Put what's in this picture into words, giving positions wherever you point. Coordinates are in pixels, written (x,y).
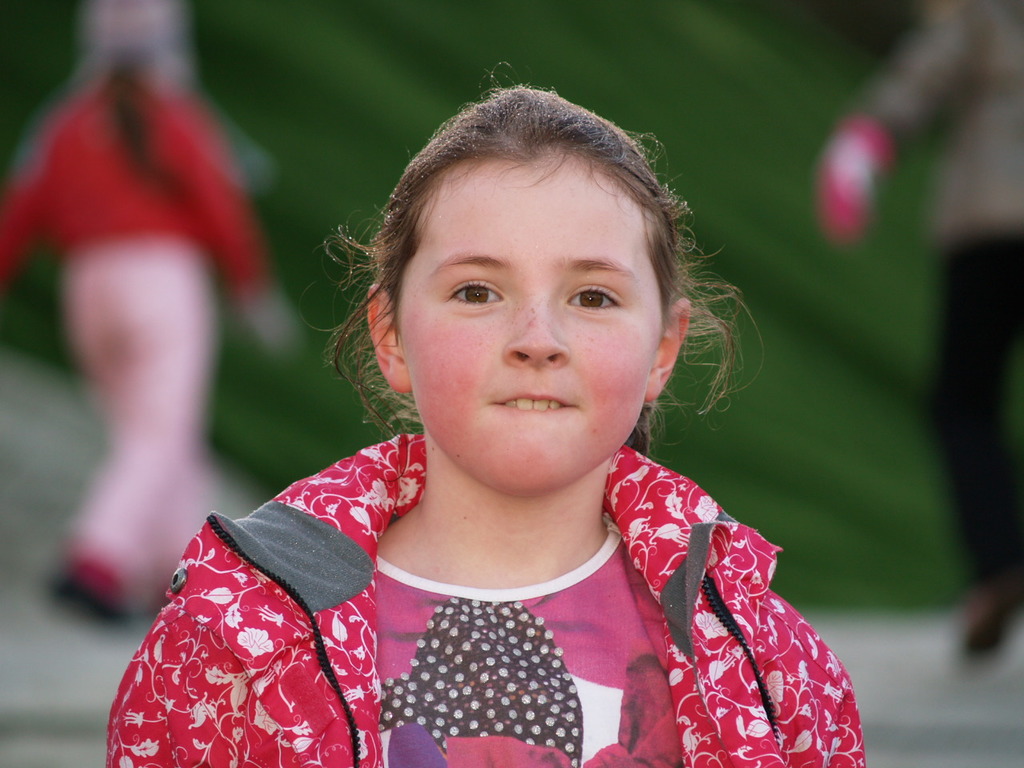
As we can see in the image in the front (446,450) there is a girl (524,380) wearing pink color dress (526,655). In the background (136,159) there are two people (965,297) and grass (824,307). The background (27,231) is blurred.
